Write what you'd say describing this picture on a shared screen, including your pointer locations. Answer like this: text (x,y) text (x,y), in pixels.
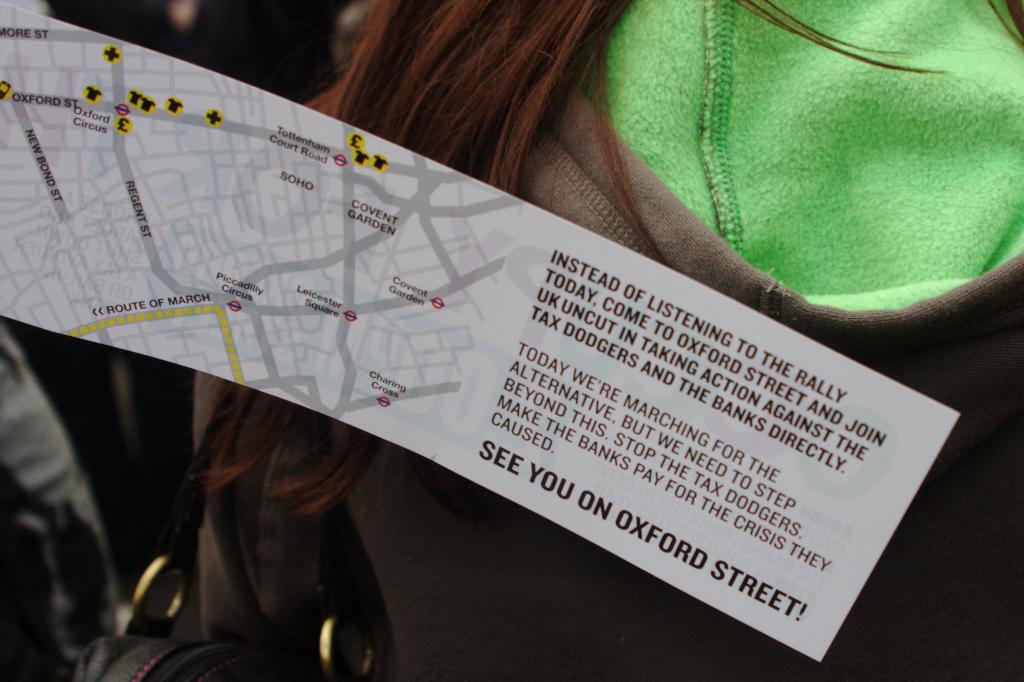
In this image in front (550,376) there is a paper (617,425) on which there is a map (354,260) and there is some text (631,439). Behind the paper (791,419) there is a person (931,71) wearing a jacket (644,180).
